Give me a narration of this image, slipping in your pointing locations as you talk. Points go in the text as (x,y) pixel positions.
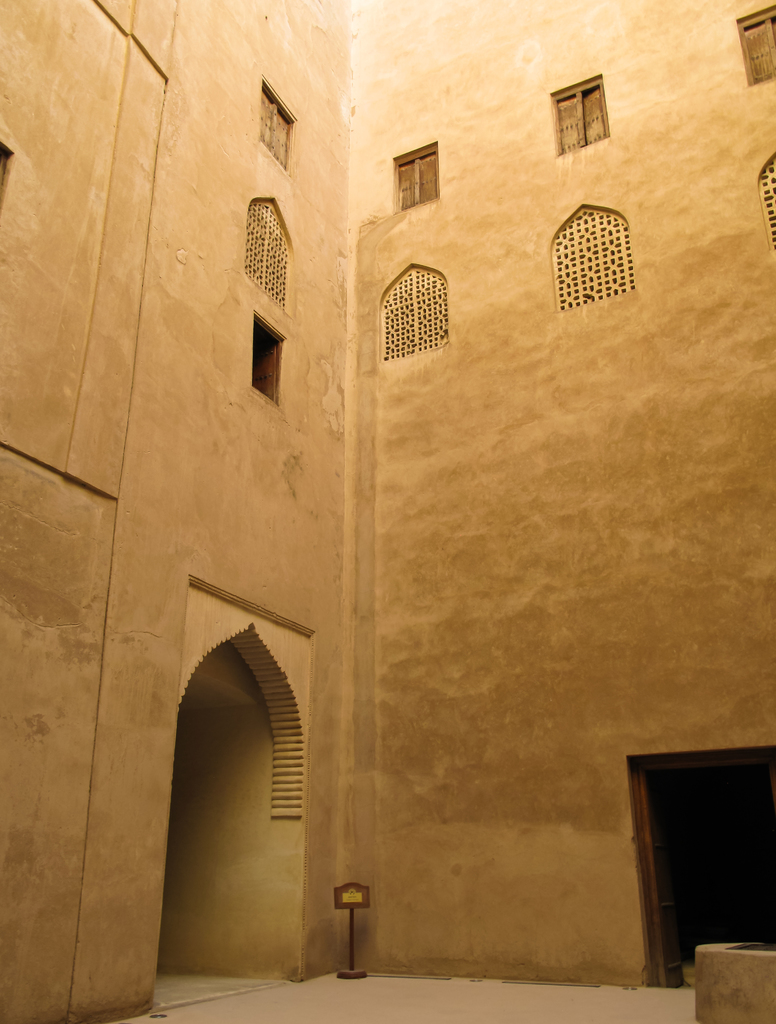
In this picture we can see a wall (512,652) here, there are some windows (571,128) here, we can see a board (359,903) at the bottom (350,907).
